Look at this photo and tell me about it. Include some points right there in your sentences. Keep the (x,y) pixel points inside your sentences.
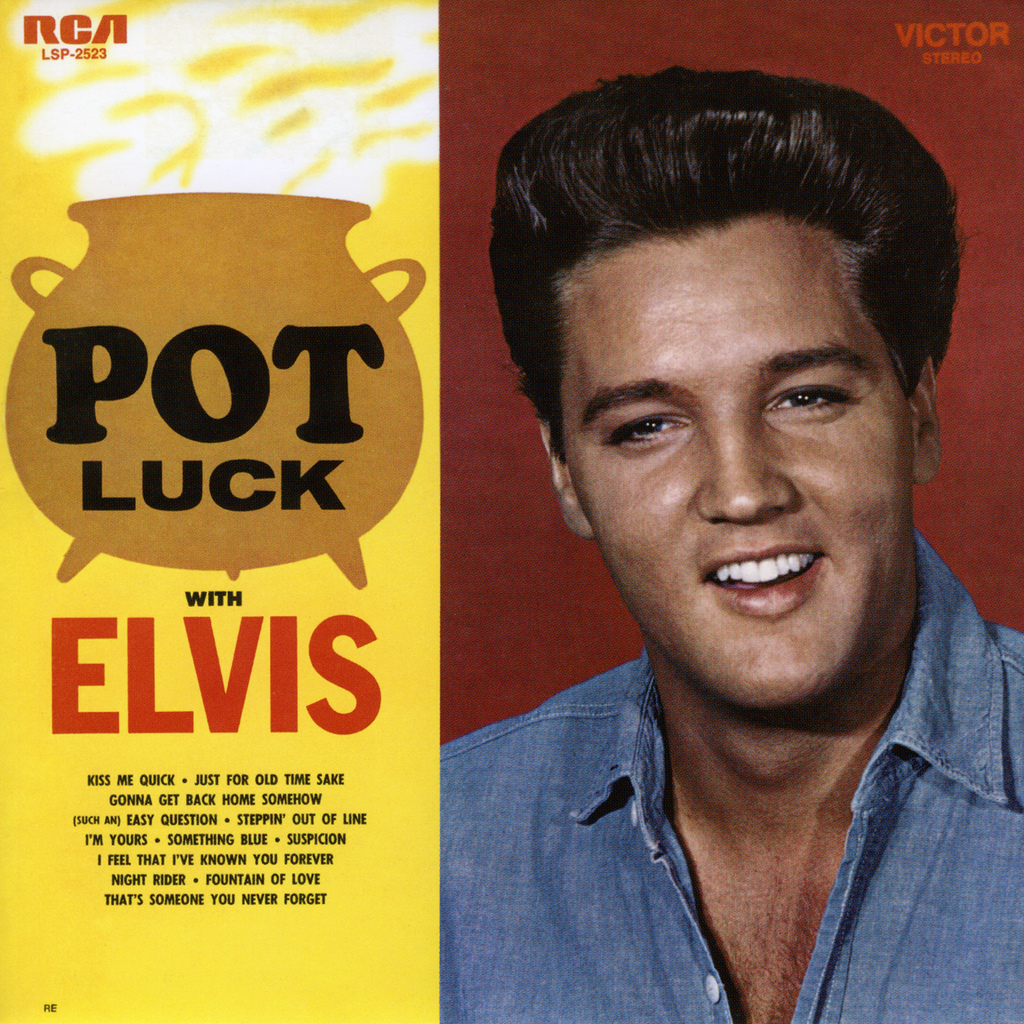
In this image we can see an edited picture of a person (759,383) with some text (280,879) on it.
